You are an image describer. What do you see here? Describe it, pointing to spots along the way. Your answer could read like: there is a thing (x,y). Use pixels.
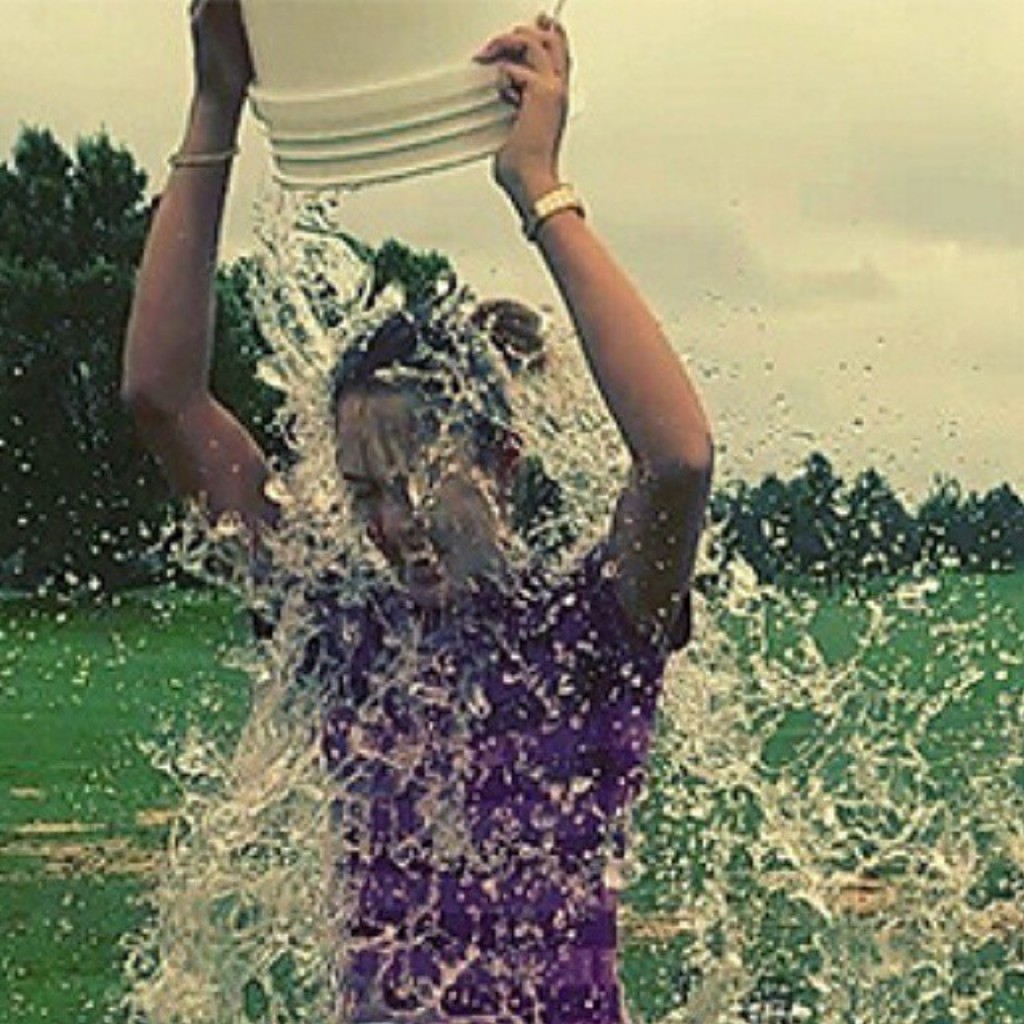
In this image, in the middle (553,643), we can see a woman (592,810) holding a bucket (335,0) in her hand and pouring water (435,299) on her head (475,545). In the background (411,278), we can see some trees (429,287), at the bottom (65,975), we can see green color.
